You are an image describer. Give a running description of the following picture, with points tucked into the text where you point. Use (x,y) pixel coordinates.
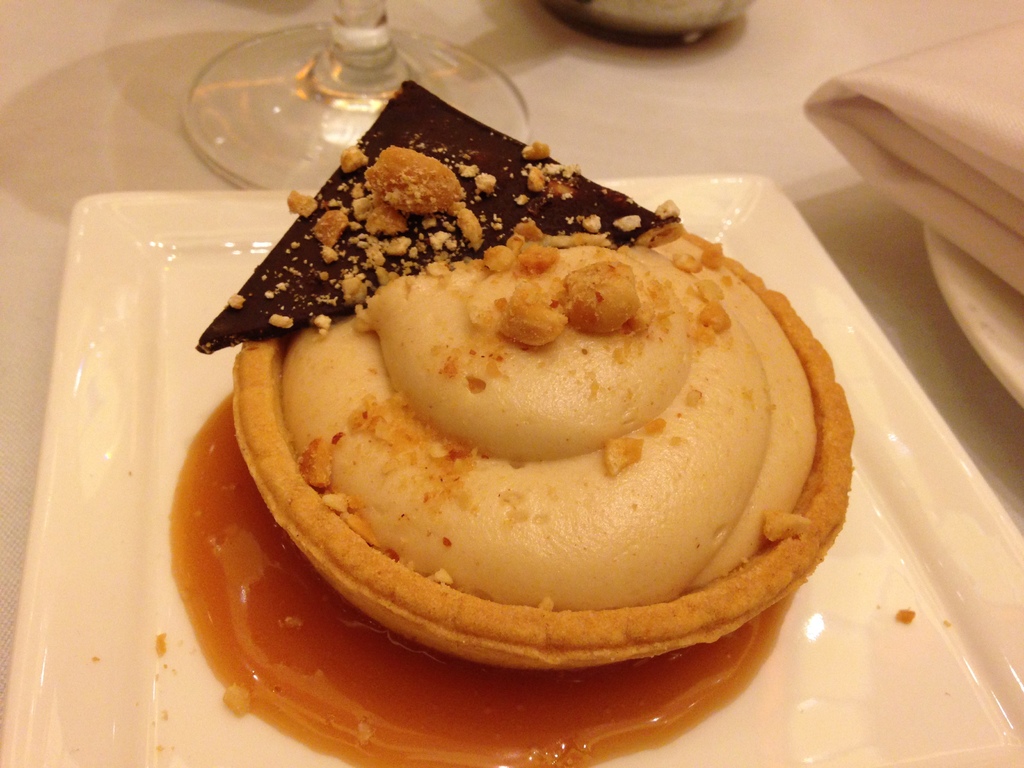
In this image I can see a food item (471,431) on a white plate (952,656). There is a white napkin (986,159) on the right (901,74) and there is a wine glass (351,54) at the back (367,53).
